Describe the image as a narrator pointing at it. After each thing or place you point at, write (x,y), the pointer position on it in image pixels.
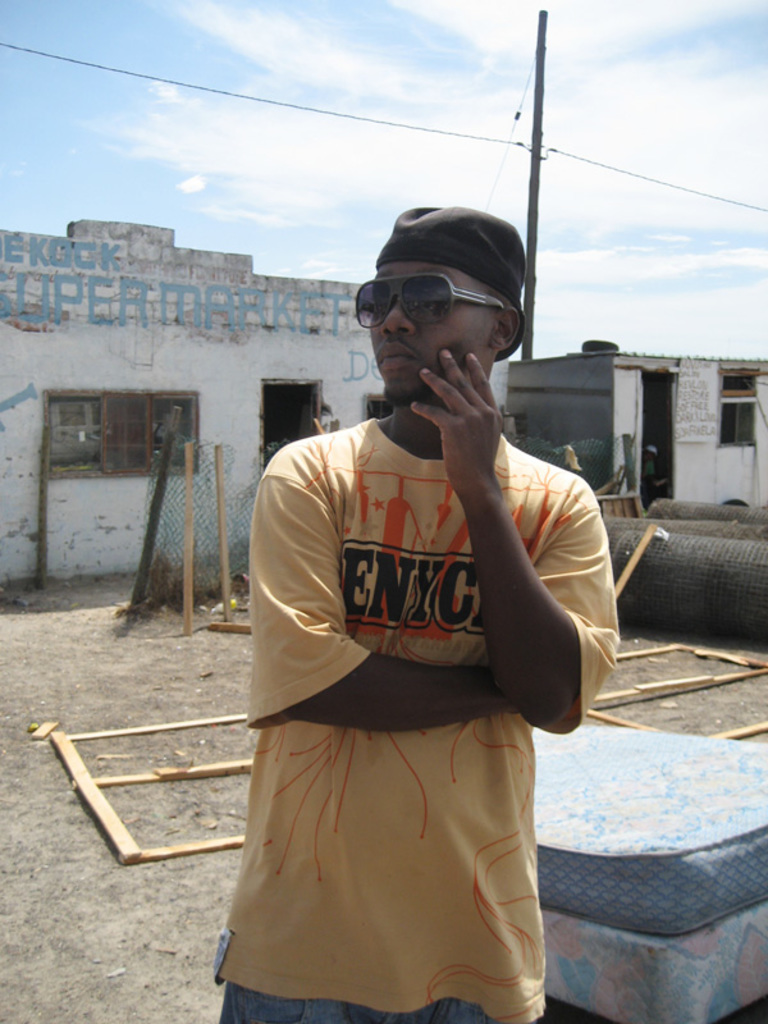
The man (367,867) in the middle of the picture (370,482) wearing yellow color t-shirt (394,593) and black cap (426,240) is standing. He is even wearing goggles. Beside him, we see a blue color thing (606,874) which looks like a bed (598,767). Behind him, we see wooden sticks (112,812) and a fence (206,459). Behind that, there are buildings (363,406) which are in white color with some text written on it. At the top of the picture (319,251), we see the sky (461,160), electric pole (534,256) and the wires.
